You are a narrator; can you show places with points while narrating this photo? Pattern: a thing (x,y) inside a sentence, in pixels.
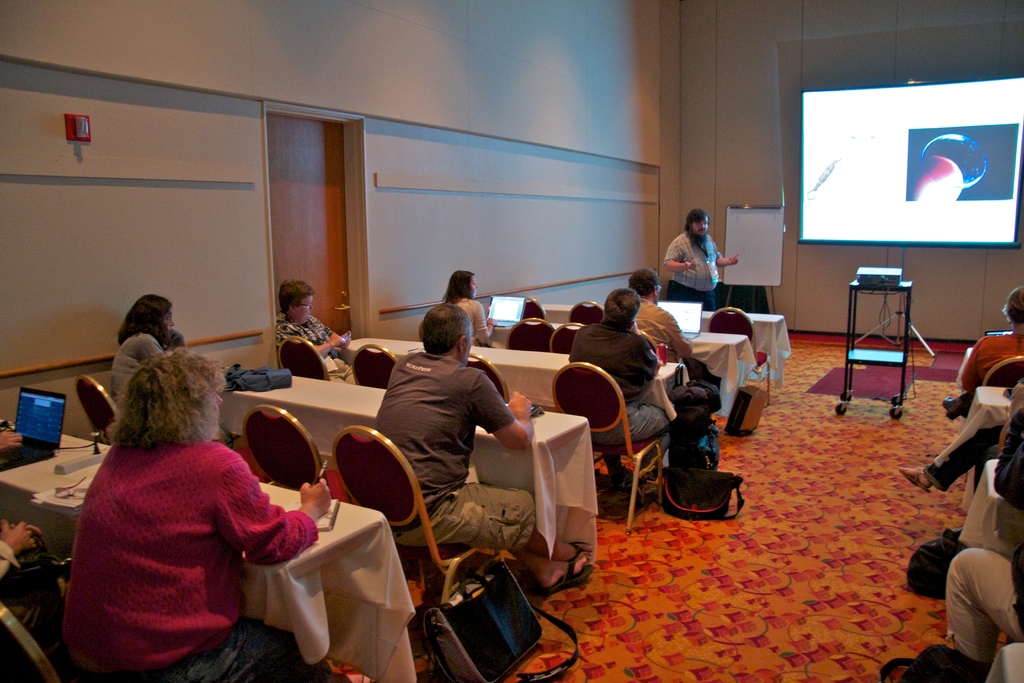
In this image I can see people (970,374) where one is standing and rest all are sitting on chairs (558,375). I can also see few tables (705,324) and on these tables (17,468) I can see few laptops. Here I can see a projector's screen (815,206), projector (891,266) and few bags (472,636).
